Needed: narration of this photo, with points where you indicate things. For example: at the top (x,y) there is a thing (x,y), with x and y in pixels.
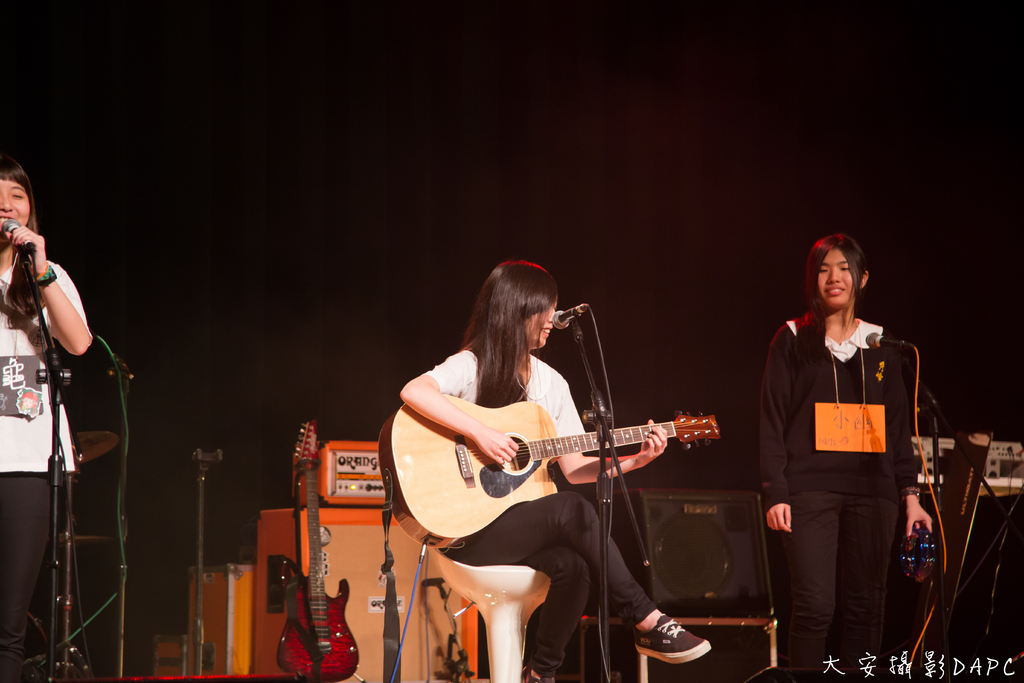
In this picture there are three girls (514,396) on the stage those who are singing the songs, there is a guitar (291,634) on the stage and a speaker (652,537) from the right side of the image (1003,463) there is a switch board (1000,475) and the two girls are singing in the mics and the third girl (809,457) is standing with an musical instrument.
